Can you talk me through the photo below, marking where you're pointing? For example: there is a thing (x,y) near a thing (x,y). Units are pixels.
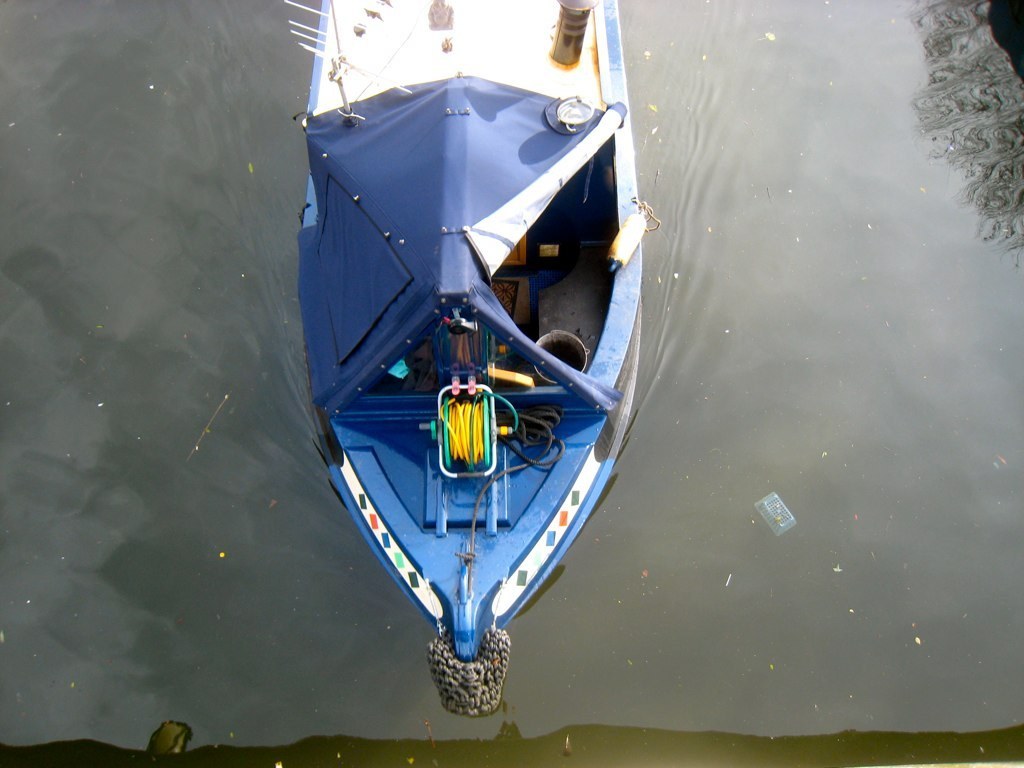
In this image there is a ship (350,460) and dust particles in the water (269,510).
